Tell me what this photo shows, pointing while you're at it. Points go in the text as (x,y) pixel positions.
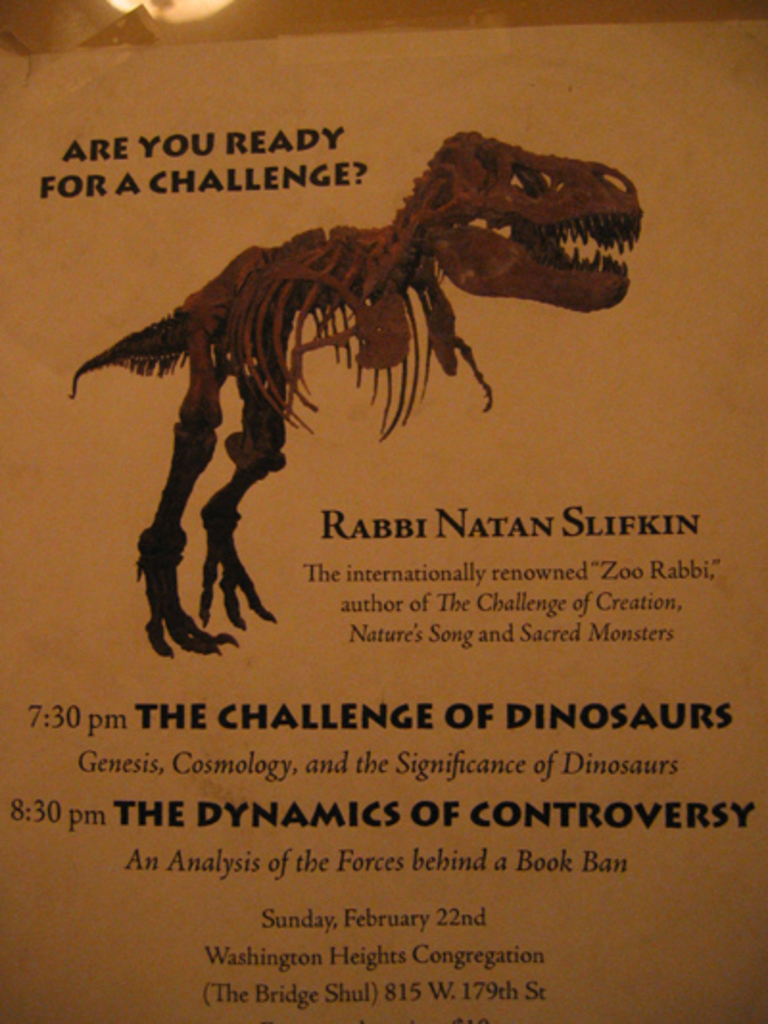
In this image I can see a brown colour thing (336,482) and on it I can see something is written. I can also see the depiction picture of a dinosaur skeleton (175,426) on it. On the top left side of the image (208,16) I can see a light like thing (150,6).
